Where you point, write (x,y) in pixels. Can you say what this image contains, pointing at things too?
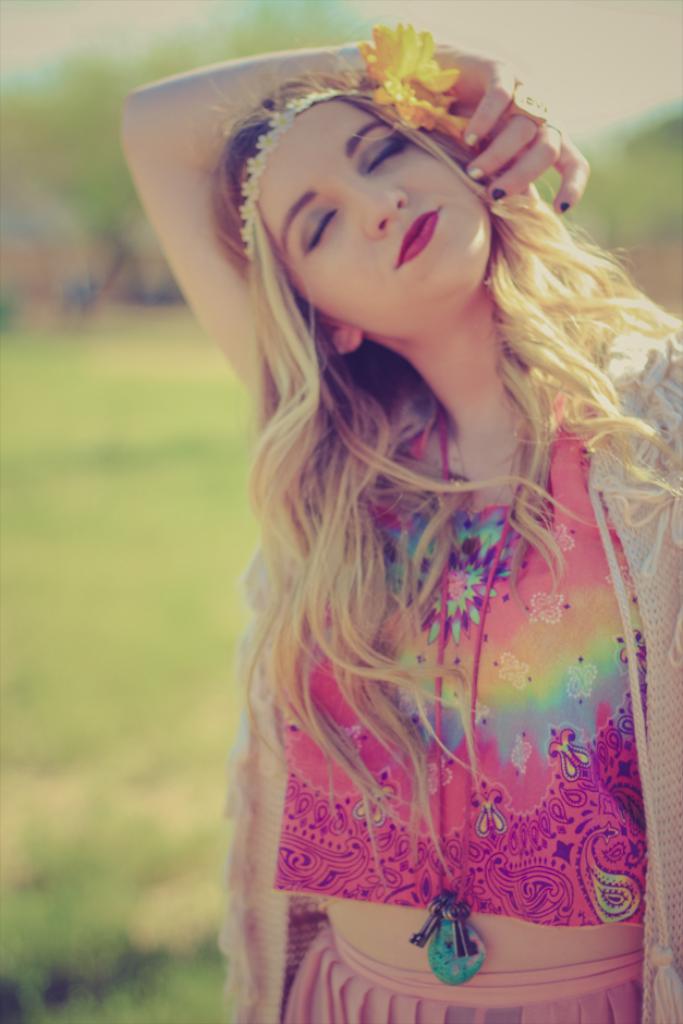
In the foreground of this image (433,703), there is a woman (430,595) standing by closing eyes (385,139) and a hand (573,153) over her head (375,137) and she is wearing a cream coat (665,824). In the background (171,477), there is greenery (131,392).
